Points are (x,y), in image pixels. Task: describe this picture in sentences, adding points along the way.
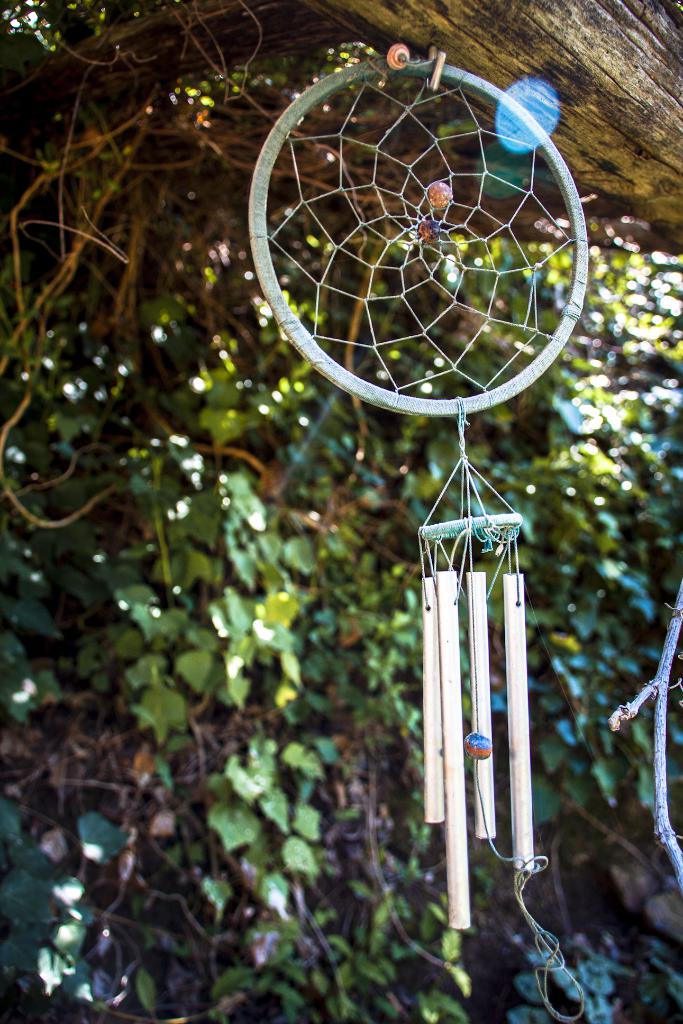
As we can see in the image there is tree (111,267) and net (423,334).
